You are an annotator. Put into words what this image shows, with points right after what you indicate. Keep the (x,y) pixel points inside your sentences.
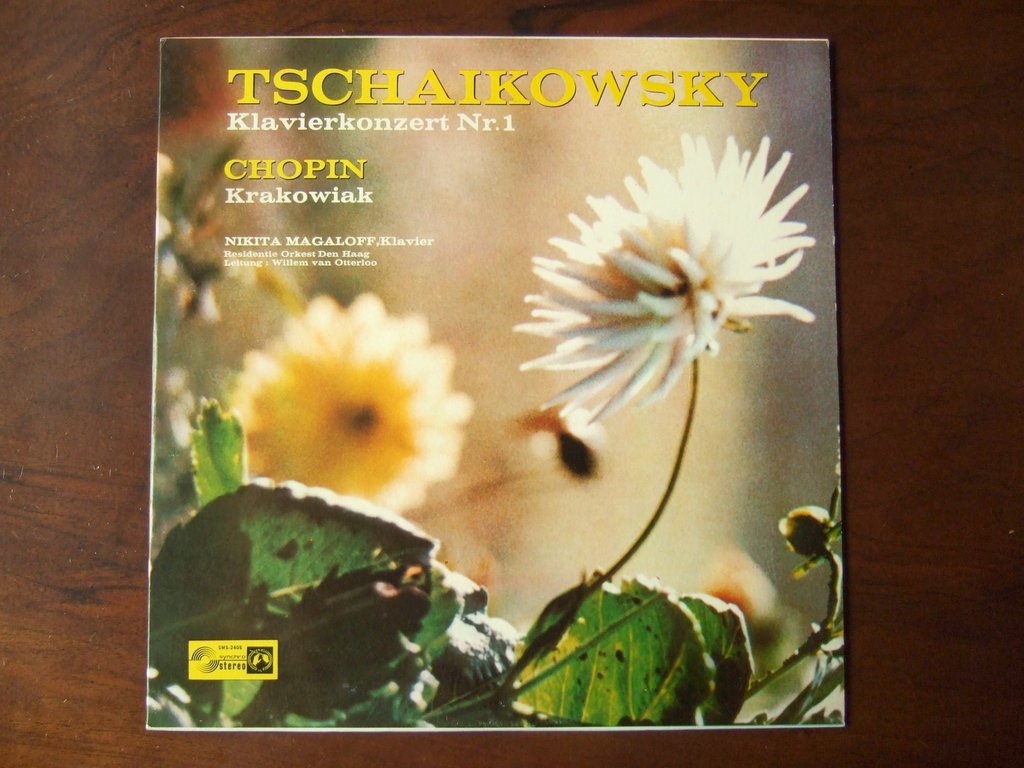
In this picture I can see a cover page (472,483) with some text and I can see flowers (553,327) and leaves (485,686) and a logo (241,674) at the bottom left (189,664) corner of the cover page (244,651) and I can see a table (16,52) in the background (69,60).
